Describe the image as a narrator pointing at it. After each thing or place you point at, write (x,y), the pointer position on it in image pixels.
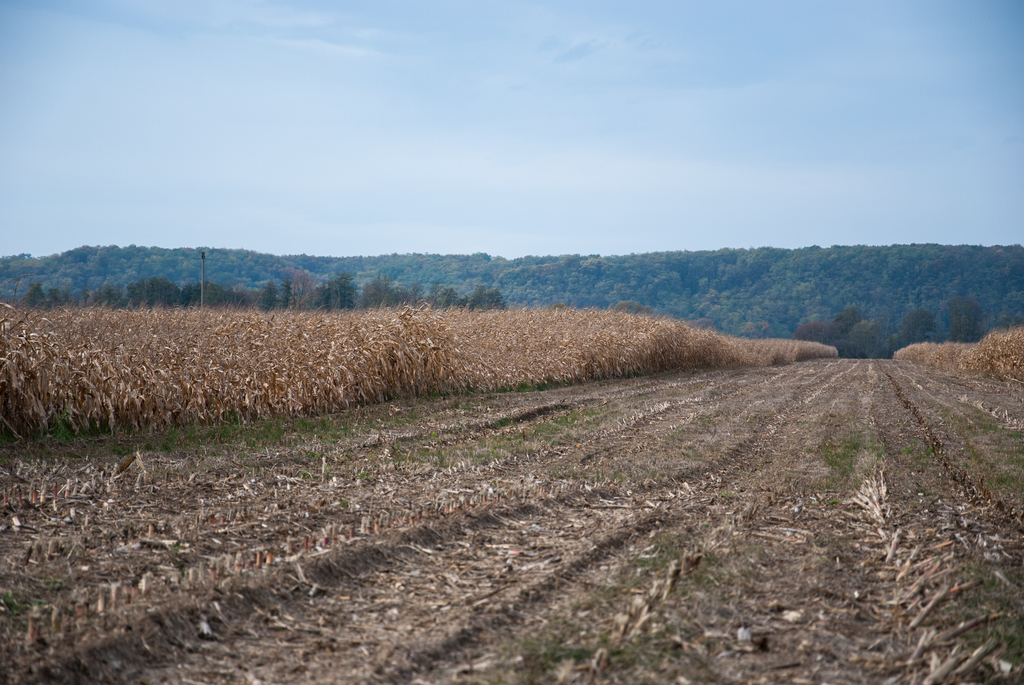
These are dried plants (570,363). Background (959,319) there are trees (376,259). Sky (629,169) is in blue color.
